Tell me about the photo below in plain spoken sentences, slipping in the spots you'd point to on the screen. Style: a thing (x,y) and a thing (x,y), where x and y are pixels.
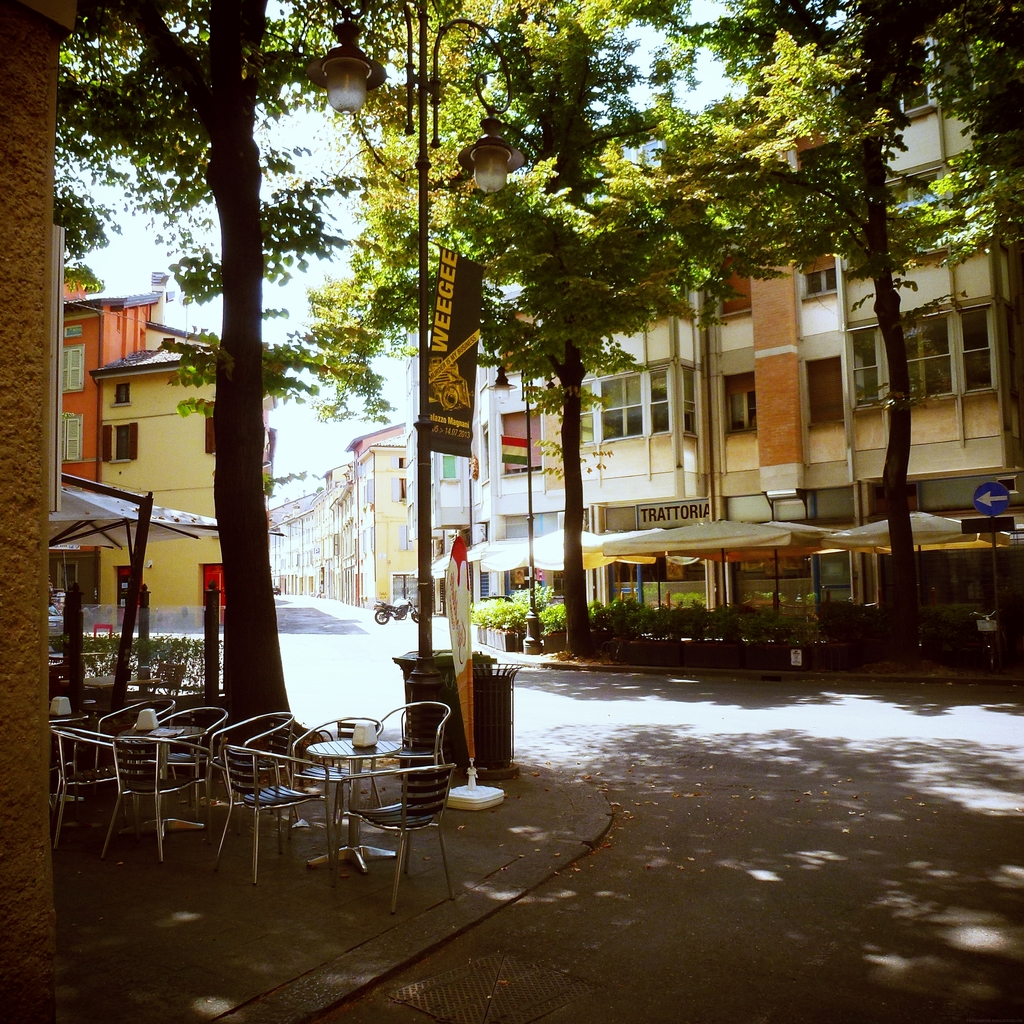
This image is clicked in the street (383,678) in which there is a road (337,618) in the middle (345,644) and there are buildings (345,490) on either side of the road (344,631). On the left side (209,775) bottom there are chairs (125,771) and tables (196,735) in between them. Behind the chairs (250,743) there is a tree (222,514). In the middle (422,657) there is a light pole (418,163). On the right side (984,519) there is a direction board (991,505) on the road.
